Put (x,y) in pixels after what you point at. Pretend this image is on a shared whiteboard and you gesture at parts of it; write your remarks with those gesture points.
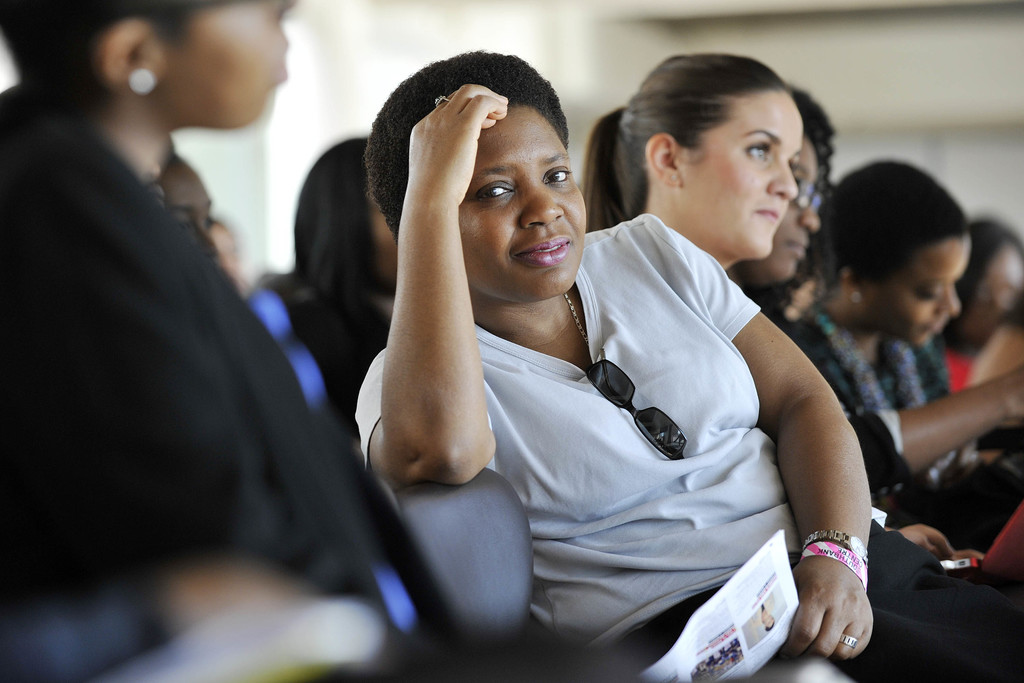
There is a group of persons (484,388) sitting on the chairs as we can see in the middle of this image (593,252). The person (567,495) sitting in the middle (629,448) is wearing a white color t shirt (628,533) and holding a paper (761,629).
